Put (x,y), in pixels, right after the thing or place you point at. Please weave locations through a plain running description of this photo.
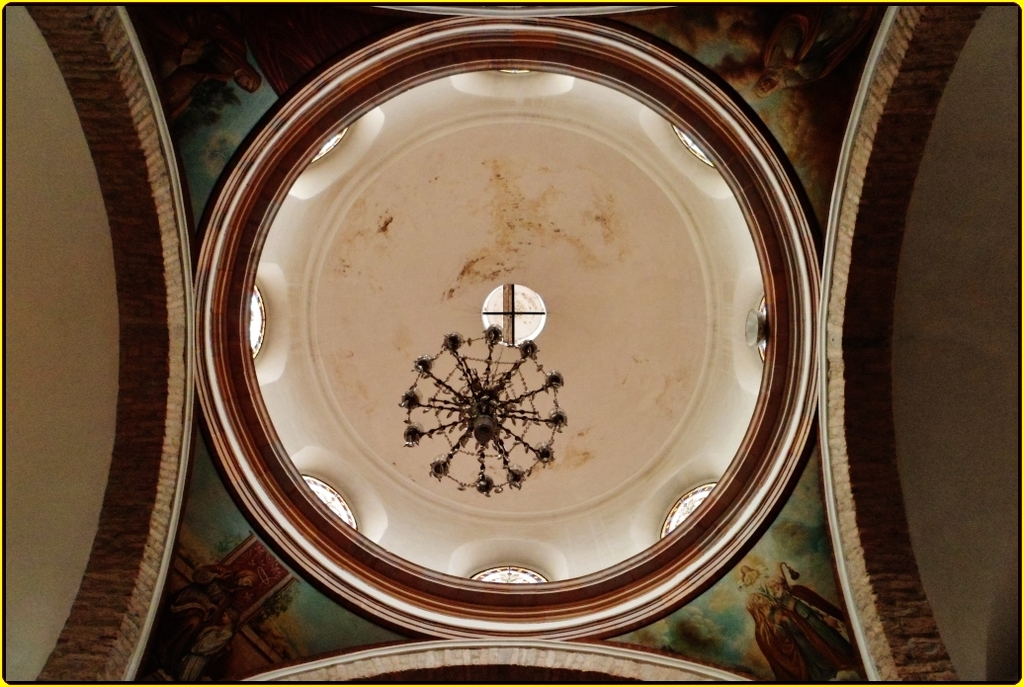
In the image we can see a roof (870,108), on the roof (844,104) there are some paintings (252,667).
